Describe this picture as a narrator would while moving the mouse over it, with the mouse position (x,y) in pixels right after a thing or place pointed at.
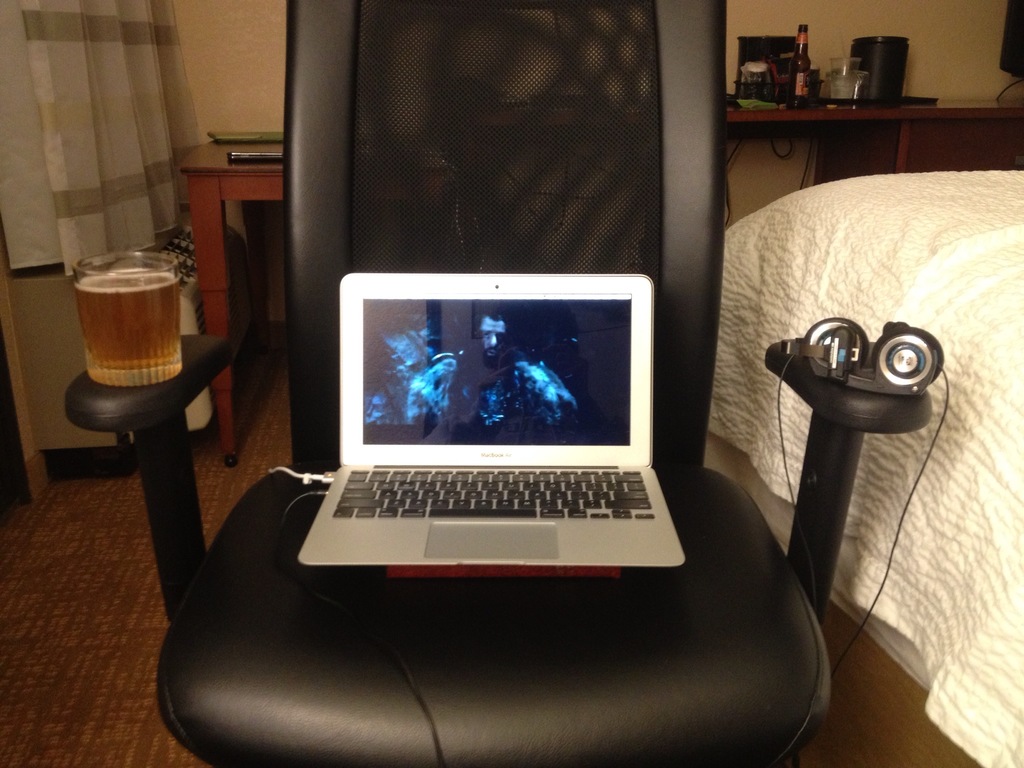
In this image i can see a laptop (459,414), headphones (903,330), glass (124,309) which are on the chair (692,451) and at the right side of the image (918,254) there is a bed (873,213), bottle (801,93) and a box (858,52).
